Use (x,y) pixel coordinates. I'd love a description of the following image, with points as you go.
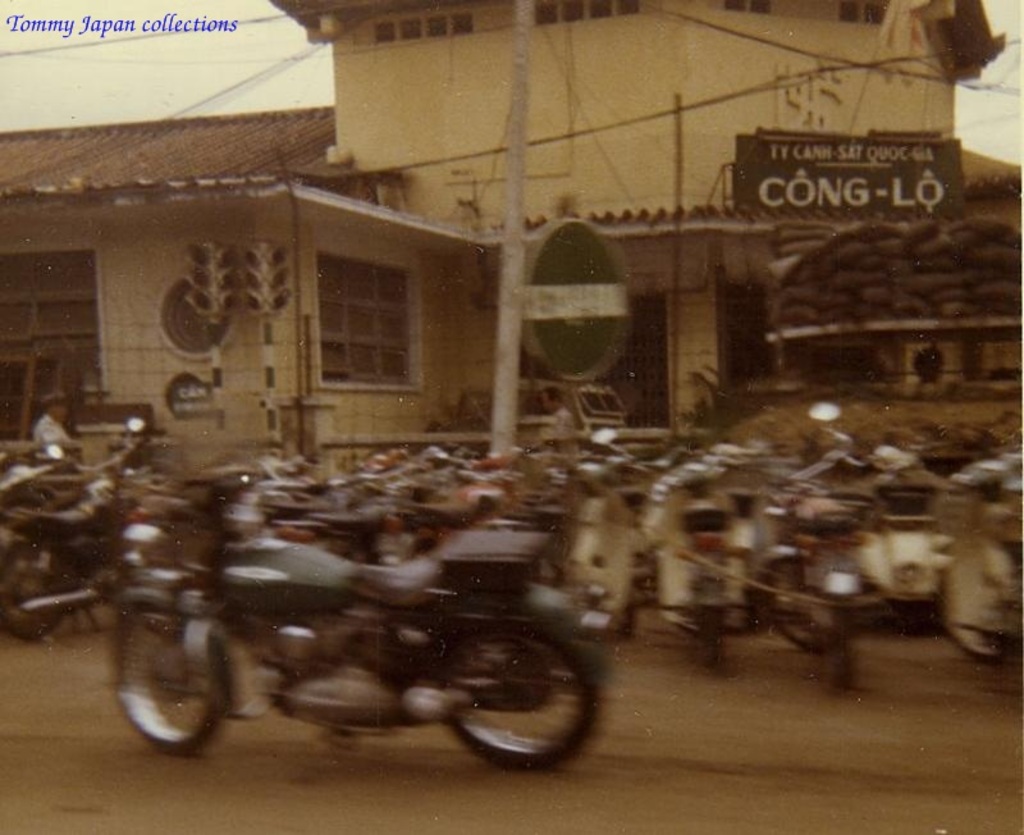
There are many motorcycles (443,531). Also there is a pole (509,379). In the background (321,222) there are buildings (465,178). On a building (476,130) something is written. And there is a watermark (66,21) on the top left corner (114,32). And the image is looking blurred.
